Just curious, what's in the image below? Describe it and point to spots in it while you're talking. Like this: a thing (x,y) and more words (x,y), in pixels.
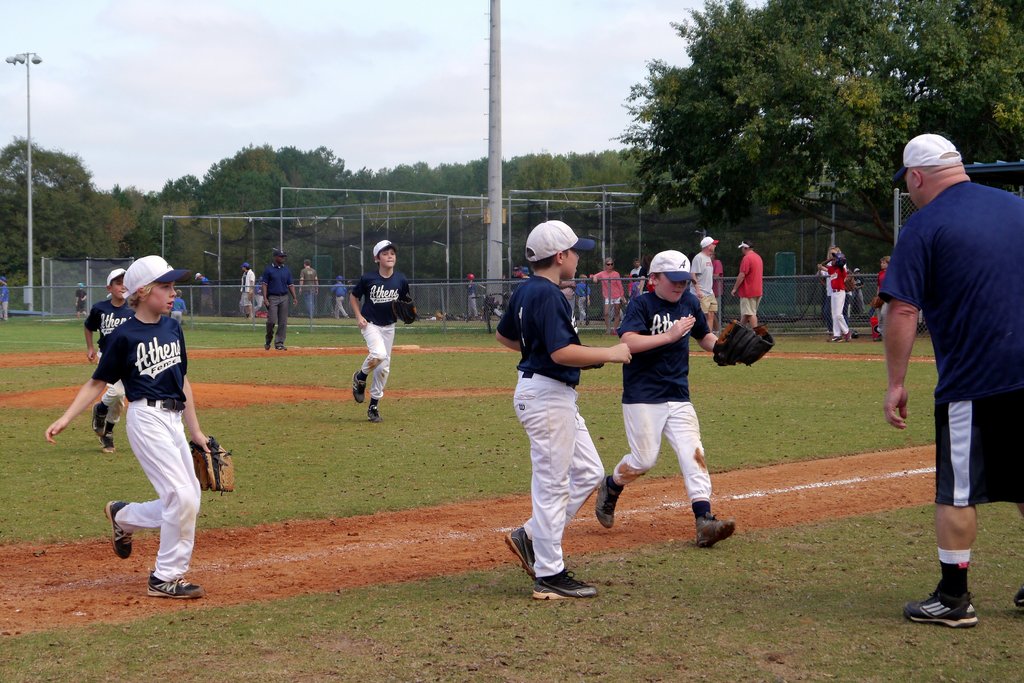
In this image there are a few kids (161,376) and some adults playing around, behind them there are nets (464,268) and mesh fences (472,300) with metal rods (472,284), in the background of the image (519,177) there are trees (367,194) and lamp posts (493,262).
